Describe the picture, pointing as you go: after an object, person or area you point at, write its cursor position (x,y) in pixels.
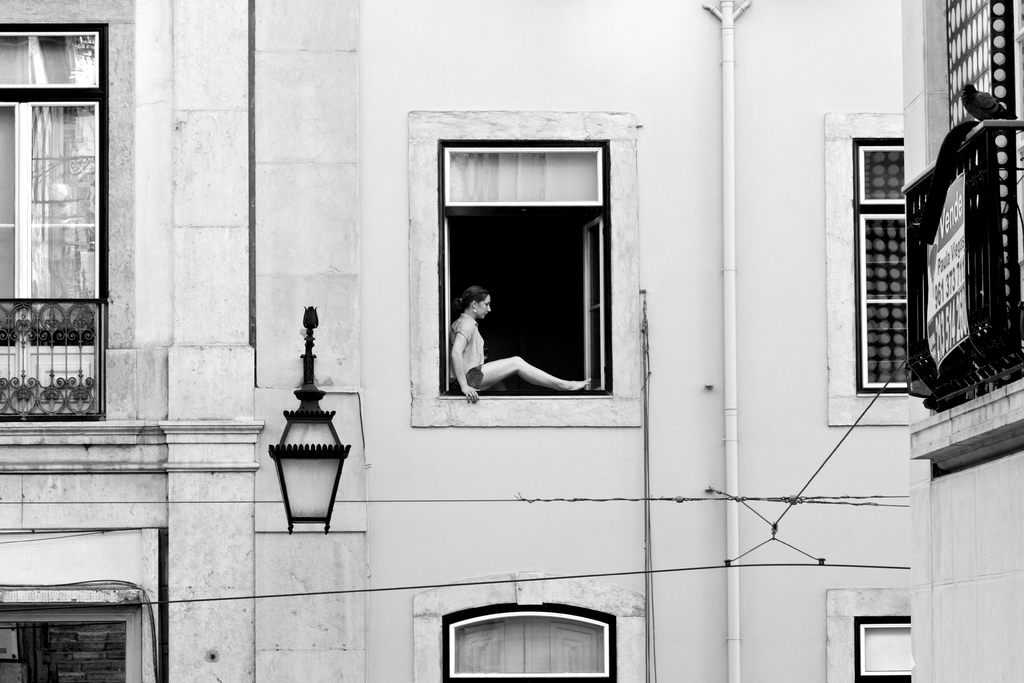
In this image there is a woman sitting on the window (579,208) of a building (392,211). On the building (344,182) there are glass windows (586,164) with metal rod balconies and there are lamps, pipes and cables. On the grill (918,229) there is a display board (946,248) on top of the grill (918,229) there is a bird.
